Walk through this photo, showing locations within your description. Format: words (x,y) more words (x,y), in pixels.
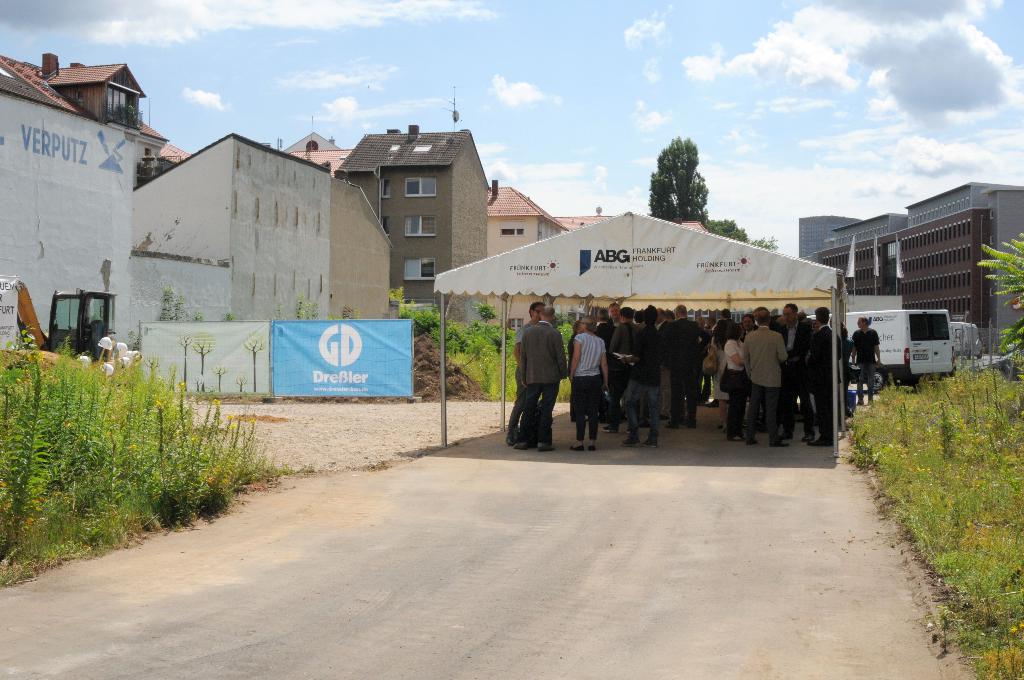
There is a tent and many people (667,358) were gathered under the tent (838,324), there are few plants (966,588) in front of the tent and on the right side (919,352) there is a vehicle (936,350) and there are many buildings (172,241) around the tent (578,273) and on the left side (63,322) there is a crane (82,292).
